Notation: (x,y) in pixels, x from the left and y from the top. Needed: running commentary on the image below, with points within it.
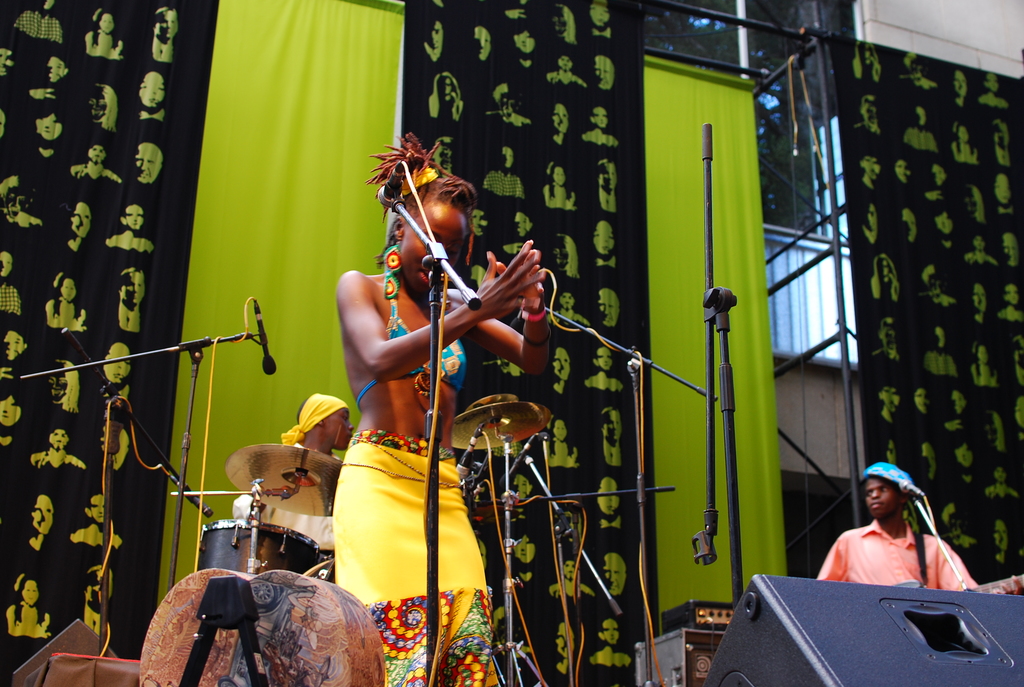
In this picture a lady (374,418) is singing with a mic (434,488) in front of her. In the background (215,562) we observe few musical instruments (217,529) and guy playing a drum (241,558). In the background (296,129) we observe few decorative curtains (393,83) attached to the wall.
